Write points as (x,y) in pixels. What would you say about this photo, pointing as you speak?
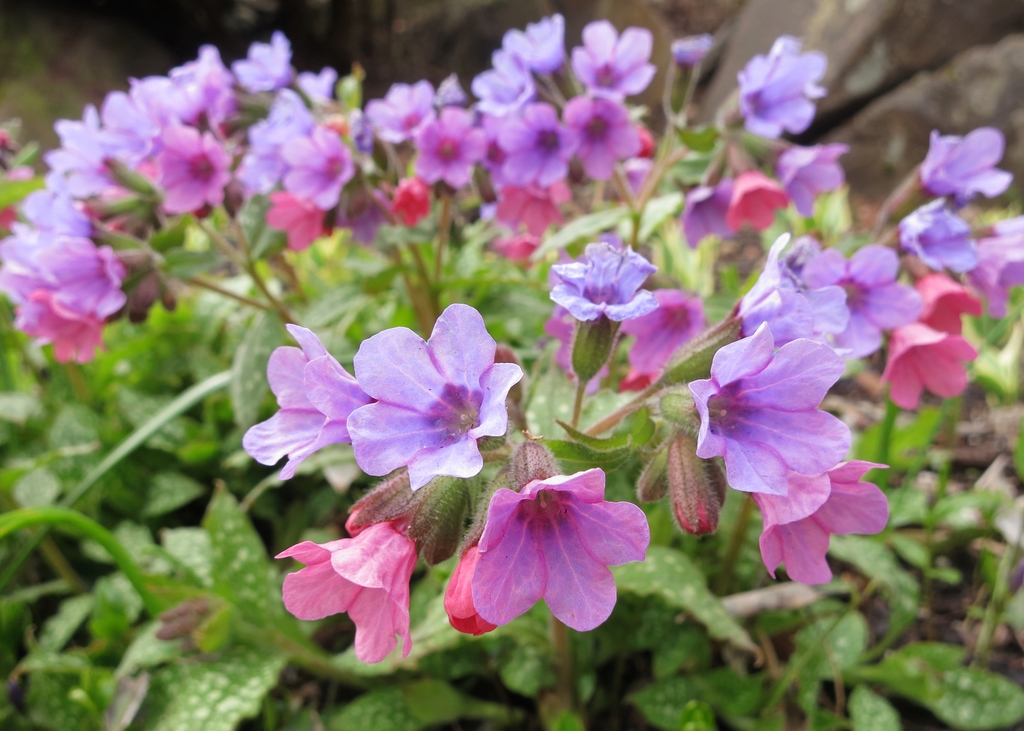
This is a zoom in picture of a plant (405,403) as we can see there are some flowers (326,190) on it.
